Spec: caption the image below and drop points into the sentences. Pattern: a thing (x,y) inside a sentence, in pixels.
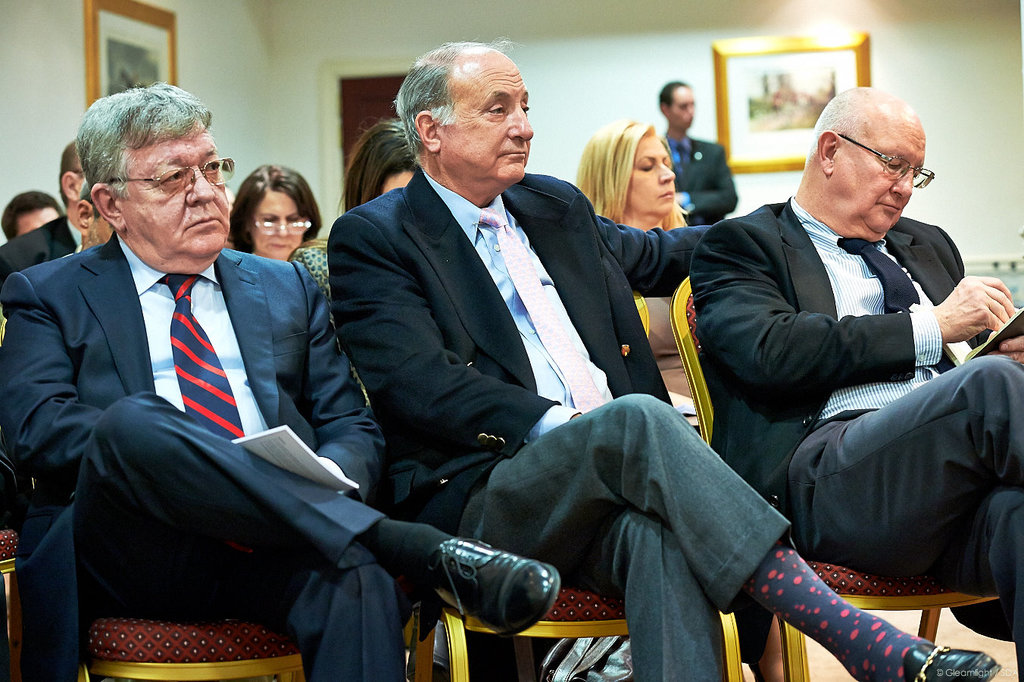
In this image I can see number of people (341,277) are sitting on chairs (826,568) in the front (436,460). I can see most of them are wearing formal dress (579,476). In the background (842,82) I can see few frames (832,74) on these walls (248,49) and I can see a person (690,217) is standing in the background (729,191).
